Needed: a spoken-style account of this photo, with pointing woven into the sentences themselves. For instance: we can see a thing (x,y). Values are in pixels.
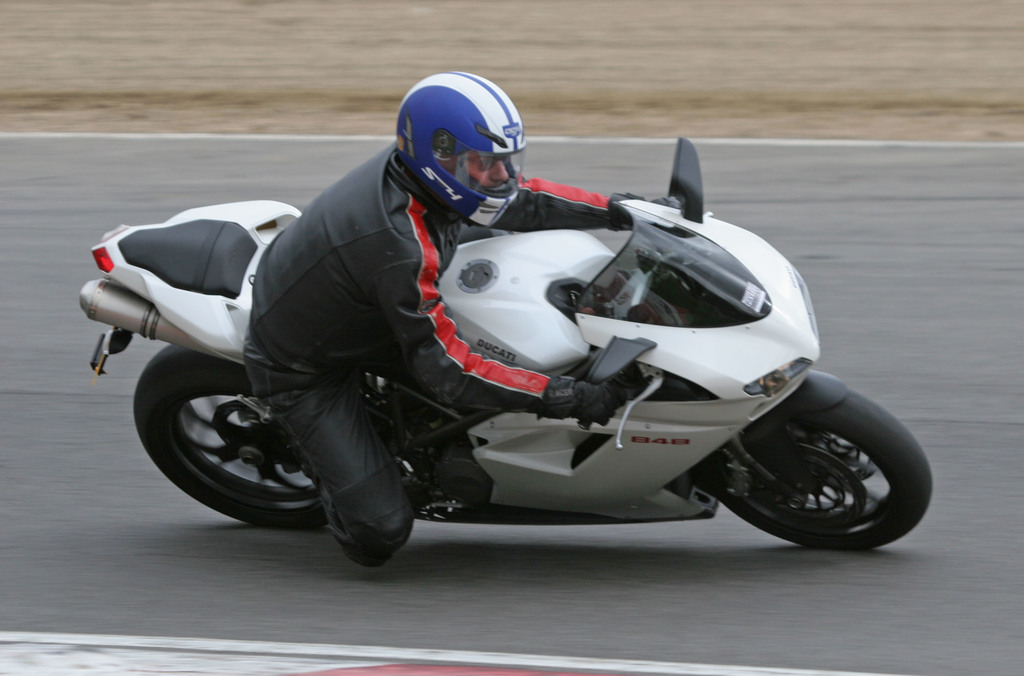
In this picture we can see a man (295,252) who is riding a white color bike (777,436) on the road (931,583). And he wear a blue color helmet (523,146).
